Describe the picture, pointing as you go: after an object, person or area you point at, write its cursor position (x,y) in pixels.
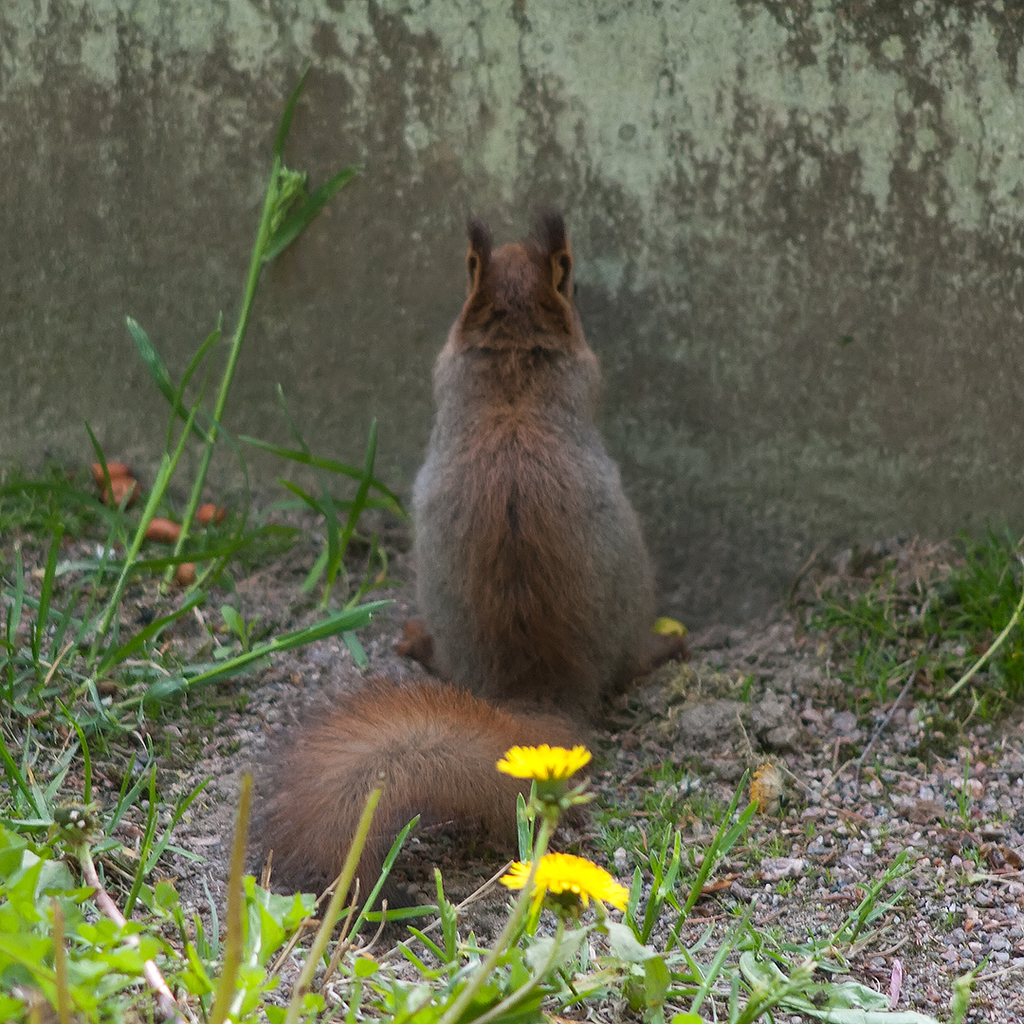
In this image there is an animal (547,712) on the ground (854,838), there are plants (747,768), there are flowers (507,756), there are plants (935,660) truncated towards the right of the image (973,606), there are plants (293,932) truncated towards the bottom of the image (8,933), there are plants (98,626) truncated towards the left of the image (70,490), there is a wall (412,166).
